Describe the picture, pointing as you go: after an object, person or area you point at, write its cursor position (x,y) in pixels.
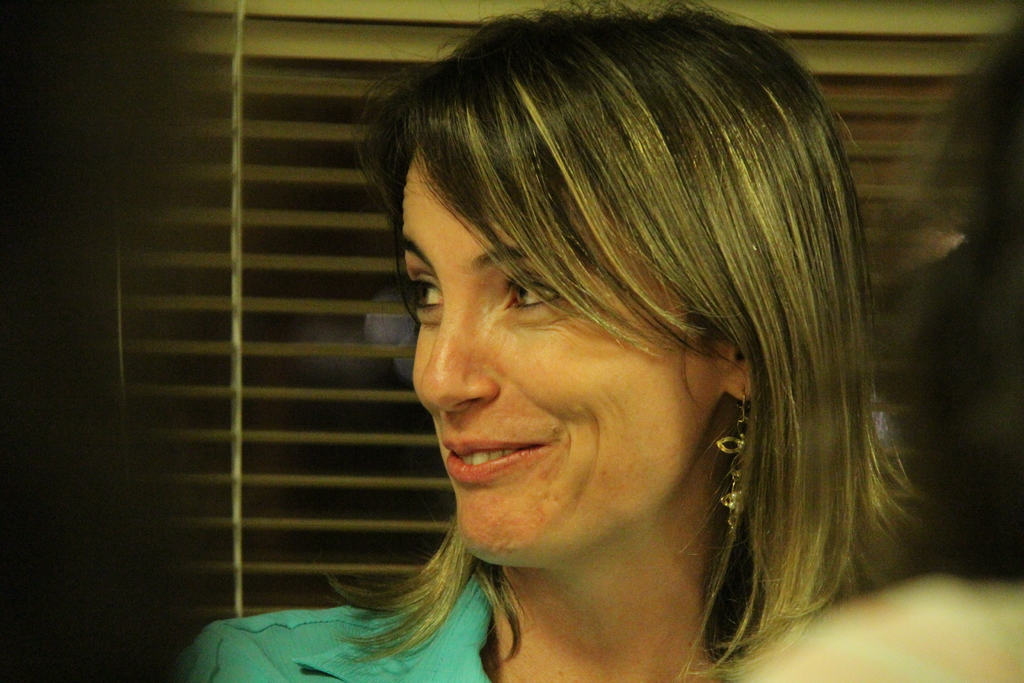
A woman (817,176) is smiling, she wore a green color dress (335,650) behind her there is a window (340,353).
